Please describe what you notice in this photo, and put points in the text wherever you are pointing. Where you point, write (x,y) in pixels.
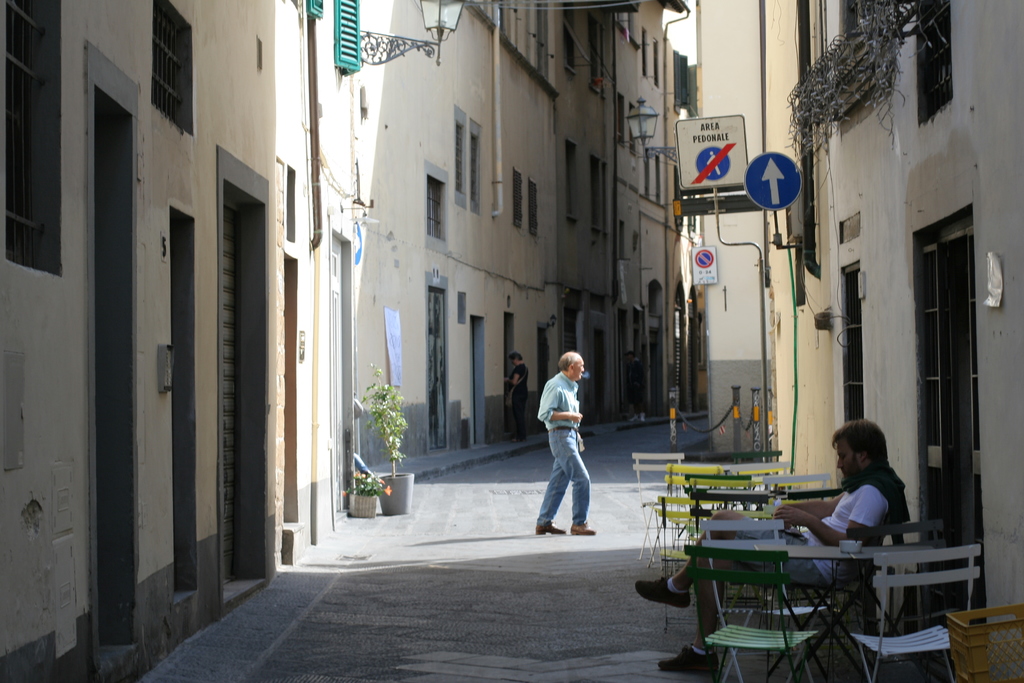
In this image I see 2 men (898,512) in which one of them is sitting on the chair (910,526) and another is on the path (565,605), i can also see that there are lot of chairs (701,483), lot of buildings (1010,558). In the background (626,382) I see 2 persons (641,379).
